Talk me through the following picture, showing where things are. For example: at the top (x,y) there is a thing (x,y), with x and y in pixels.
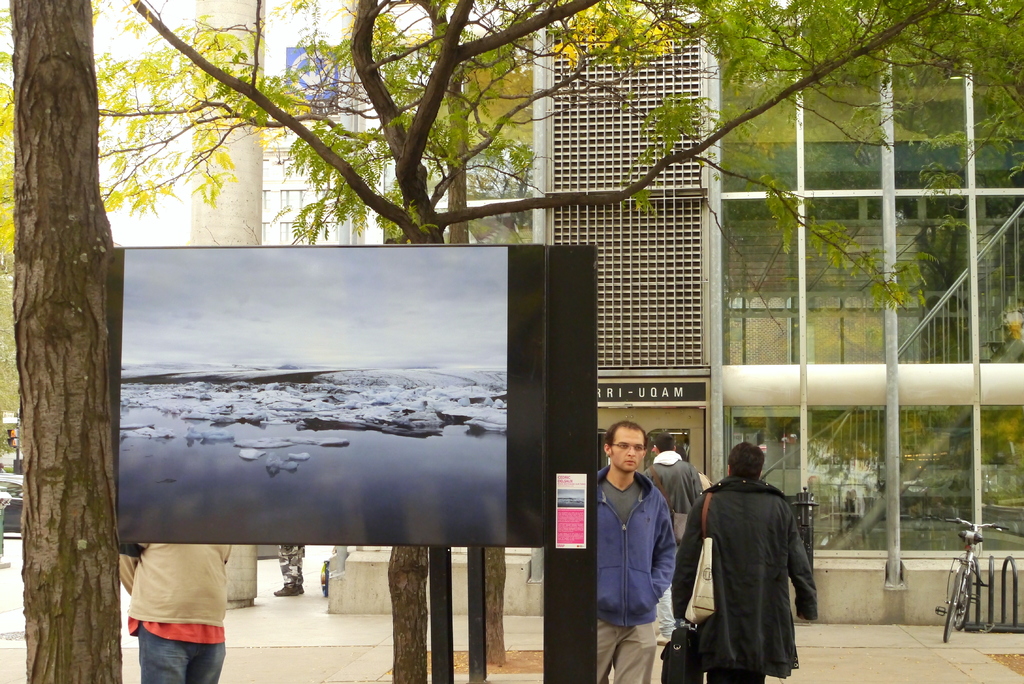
In this picture there are people (153,653) and we can see board (342,274), trees (43,152), bicycle (970,569) and rods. In the background of the image (1018,495) we can see building (697,342), vehicle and board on the wall (278,49).
